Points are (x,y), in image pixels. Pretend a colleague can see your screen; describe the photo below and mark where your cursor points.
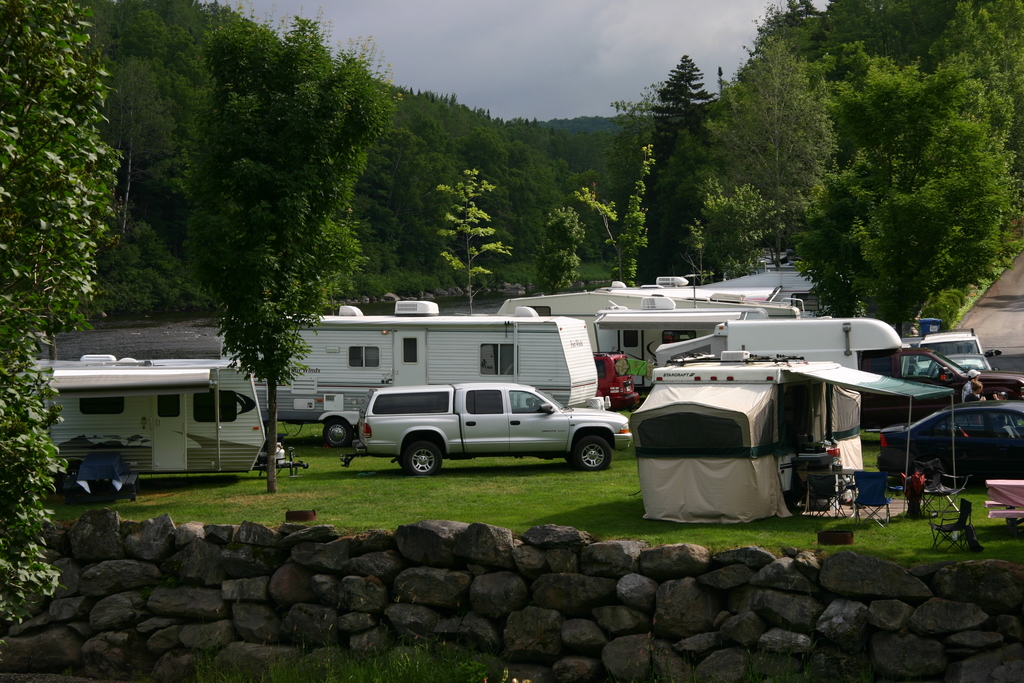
There is a rock wall (257,593). On the ground (416,488) there is grass (543,484). There are many trees (472,194), vehicles (509,442), caravans (537,345) and a tent (803,422). Near to the tent (857,461) there are chairs (914,499). In the back (420,90) there are tree (217,77) and sky (517,26). Also there is water (169,335).
